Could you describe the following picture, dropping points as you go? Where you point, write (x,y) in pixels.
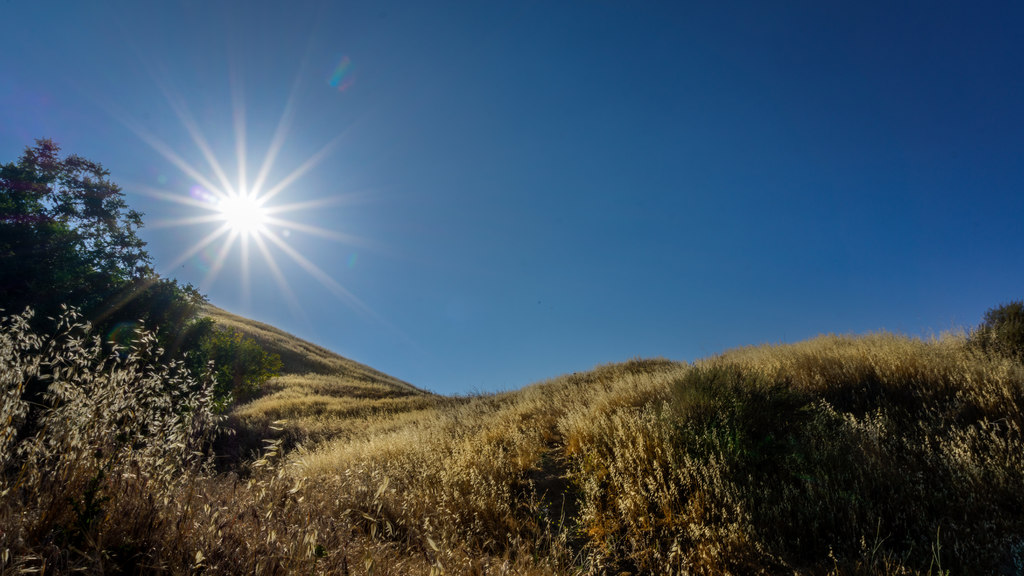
In this picture I can see many trees (127,335), plants (27,369) and grass (600,412). At the top (646,97) there is a sky (483,197).
